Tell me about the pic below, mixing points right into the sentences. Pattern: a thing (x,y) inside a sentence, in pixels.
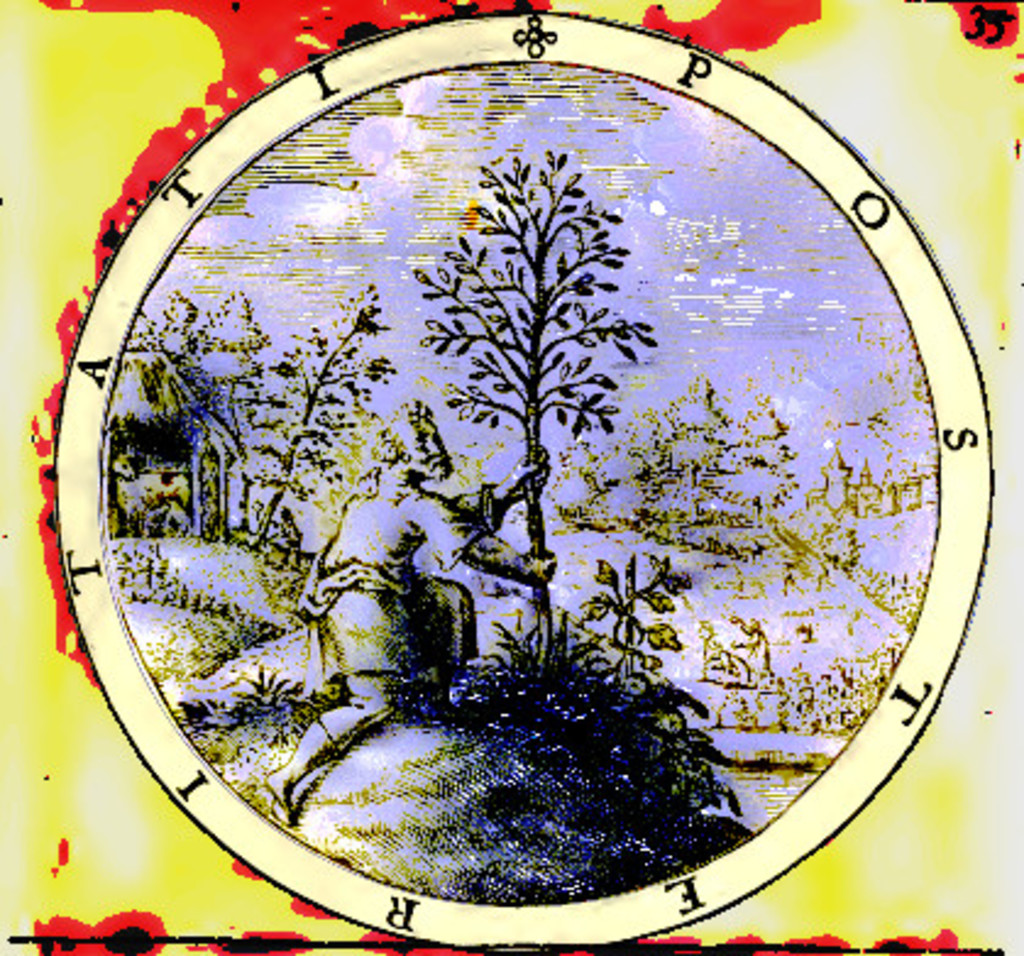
In this image I can see it is an edited image, in this circle (727,585) a man (445,551) is holding the tree (534,422).
